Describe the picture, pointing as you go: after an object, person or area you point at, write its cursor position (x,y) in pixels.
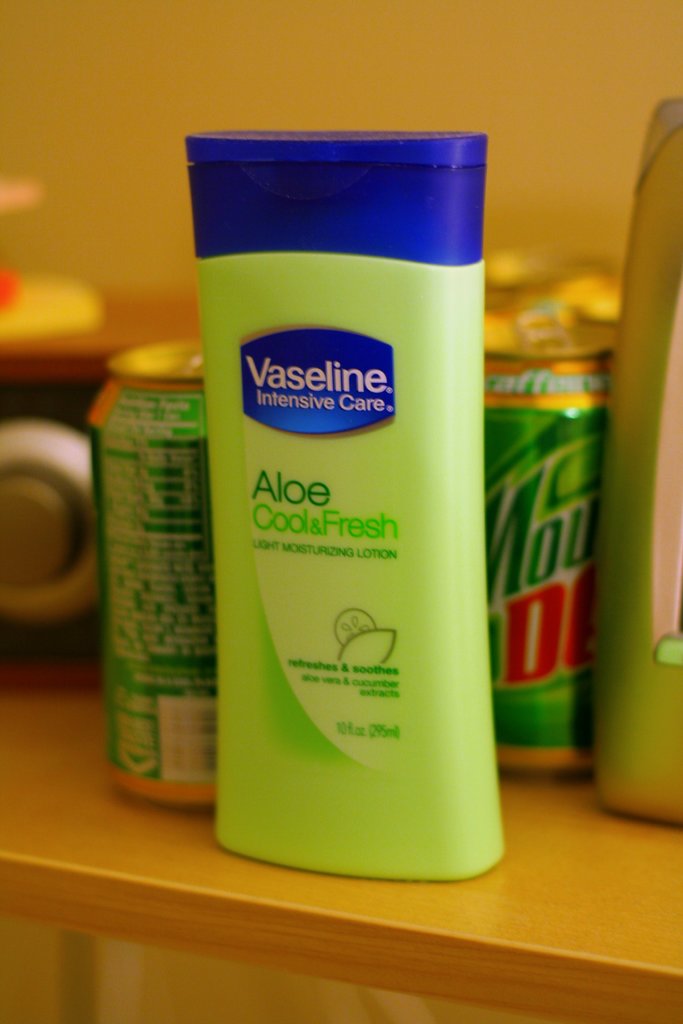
In this image I can see there is a moisturizer bottle (296,341), there are few beverage cans (165,576), the backdrop (78,551) is blurred and there are few other objects (51,559) placed in the background (26,361).
